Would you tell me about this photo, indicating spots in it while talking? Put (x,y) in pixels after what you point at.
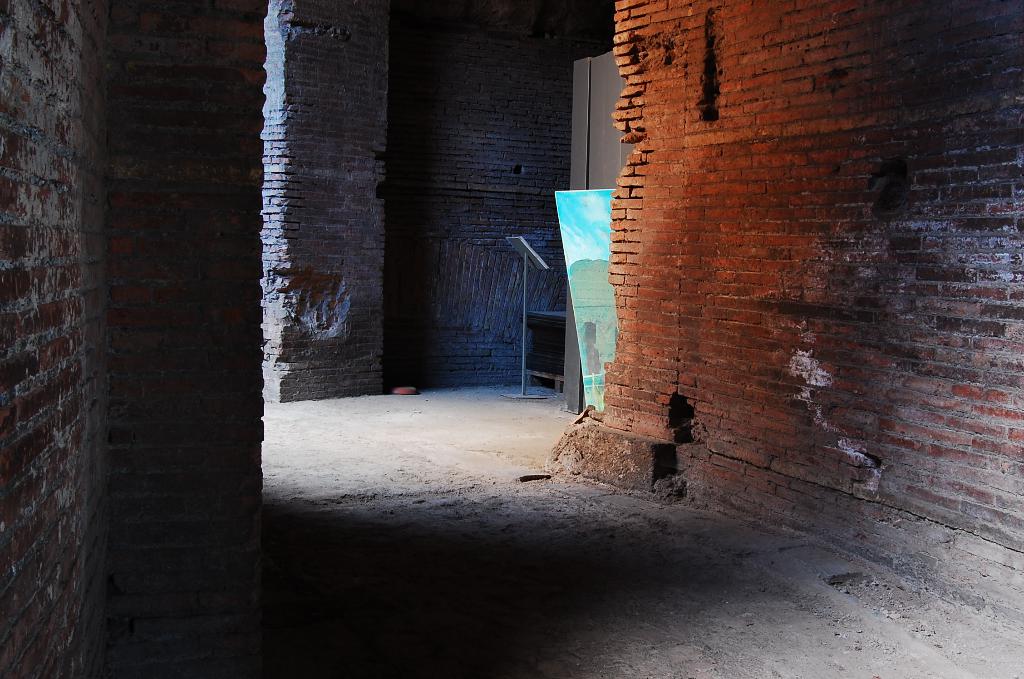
This image is clicked inside. There are stand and board (597,226) in the middle (526,333).
